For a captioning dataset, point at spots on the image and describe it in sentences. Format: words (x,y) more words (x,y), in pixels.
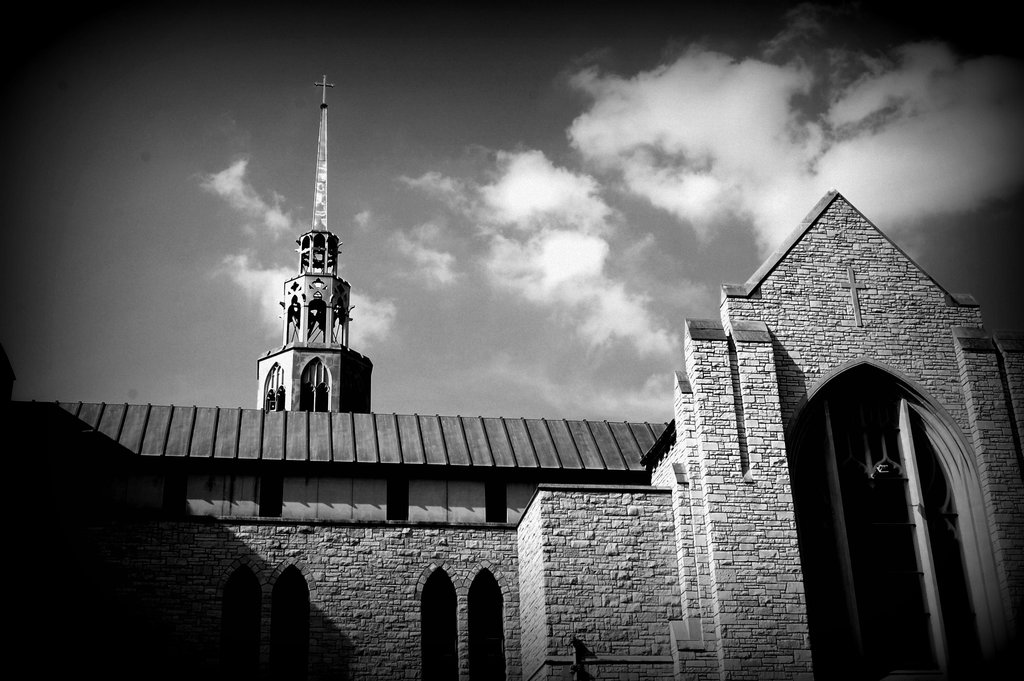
In this image I can see a building (520,504). At the top (594,190) I can see the clouds (534,203) in the sky (573,201). I can also see the image is in black and white color.
